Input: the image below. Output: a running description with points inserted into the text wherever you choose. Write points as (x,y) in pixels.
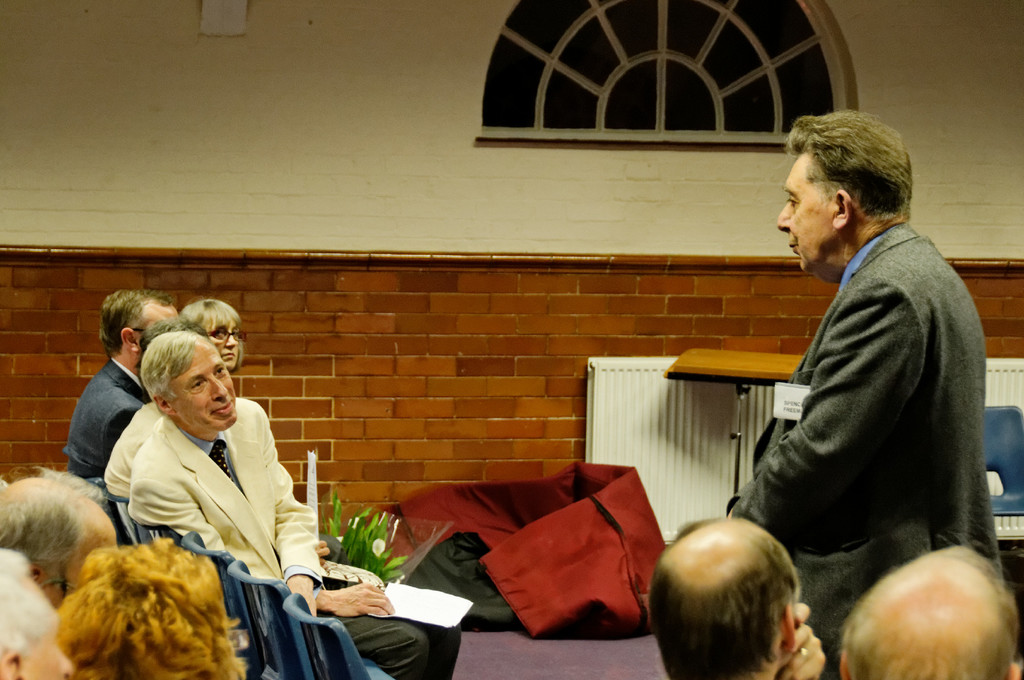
In this image we can see a man (866,346) is standing, he is wearing grey color coat (914,535). In front of him people (196,482) are sitting on the blue color chairs (226,597). Right bottom of the image (903,617) two persons (869,644) are there. Background of the image (527,213) white and brown color brick wall (458,368), table (744,379), glass window (723,95), chair (1006,458) and red color cloth like thing (560,555) is there on the floor (519,649).
